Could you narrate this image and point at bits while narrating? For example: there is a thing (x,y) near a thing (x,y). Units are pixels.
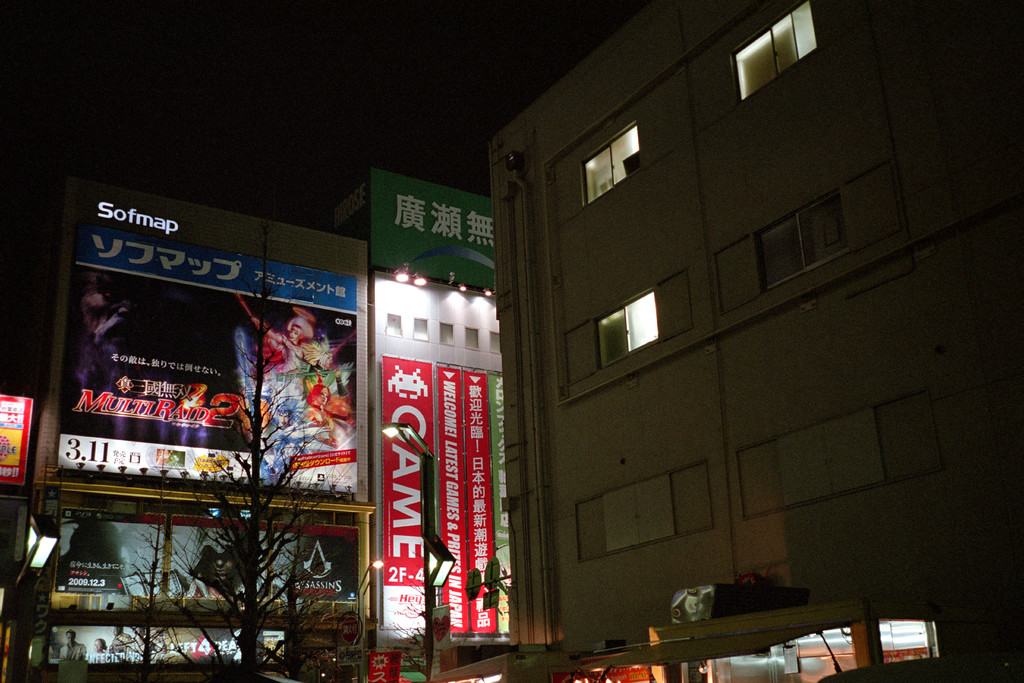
In the picture we can see a building (767,193) with a window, and to the buildings (60,375) we can also see some a hoardings (211,280) and lights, and near to the building (902,22) we can see a pole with a light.
